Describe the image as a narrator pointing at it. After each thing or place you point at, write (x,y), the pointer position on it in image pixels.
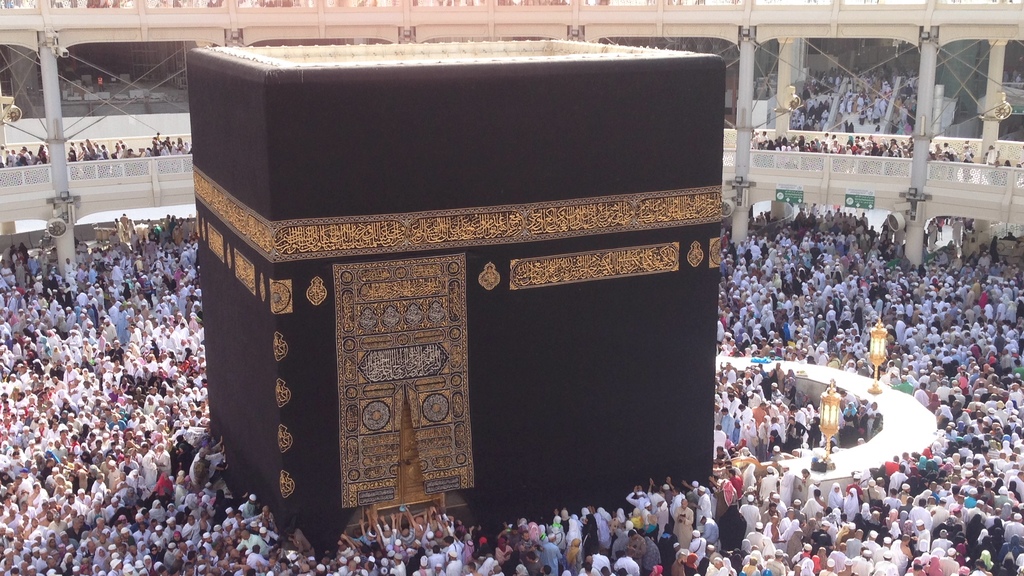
This image is taken from inside. In this image there is a square shaped wall (494,405), around that there are so many people (47,319) and there are a few lamps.
